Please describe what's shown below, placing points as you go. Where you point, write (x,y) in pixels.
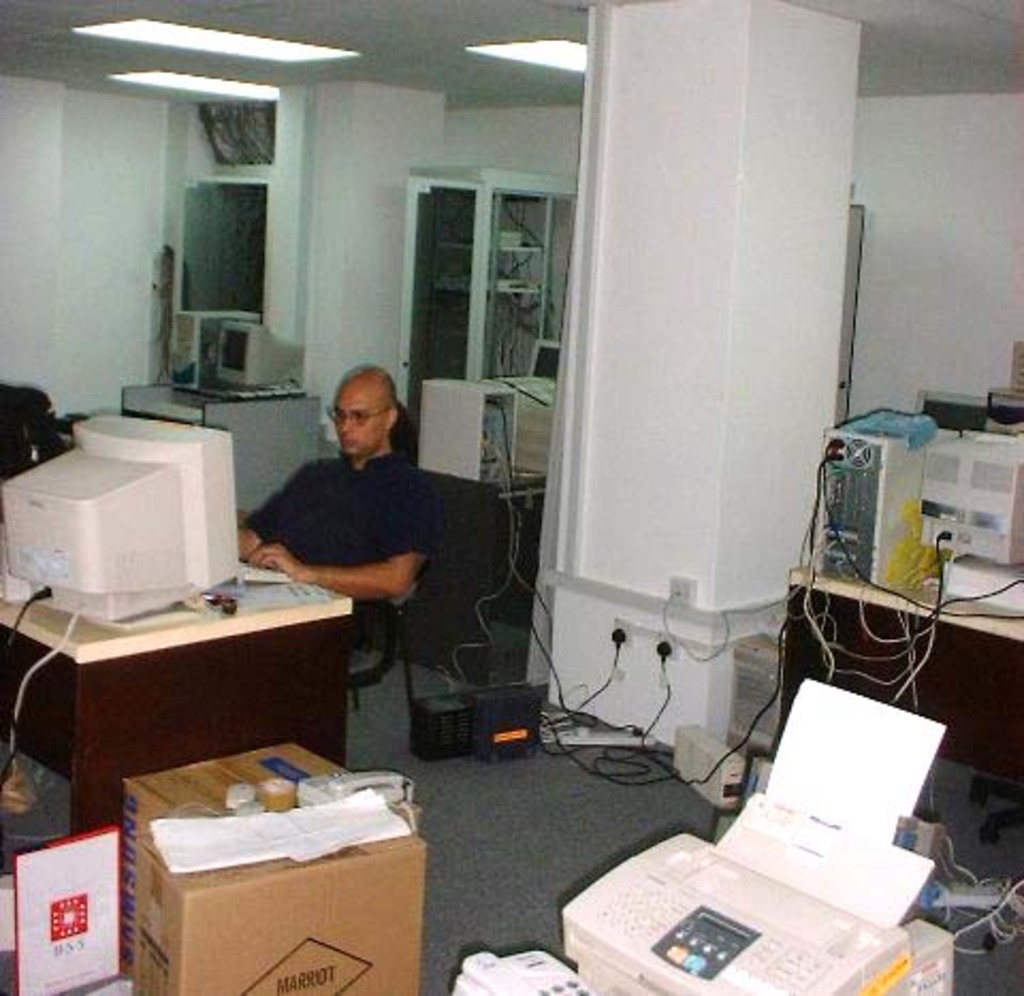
There is a man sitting on the chair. Here we can see tables (859,646), monitors (230,556), CPU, devices (959,492), cables (951,847), and boxes (252,974). There is a pillar (624,421). In the background (899,112) we can see lights (568,63) and wall (930,284).
